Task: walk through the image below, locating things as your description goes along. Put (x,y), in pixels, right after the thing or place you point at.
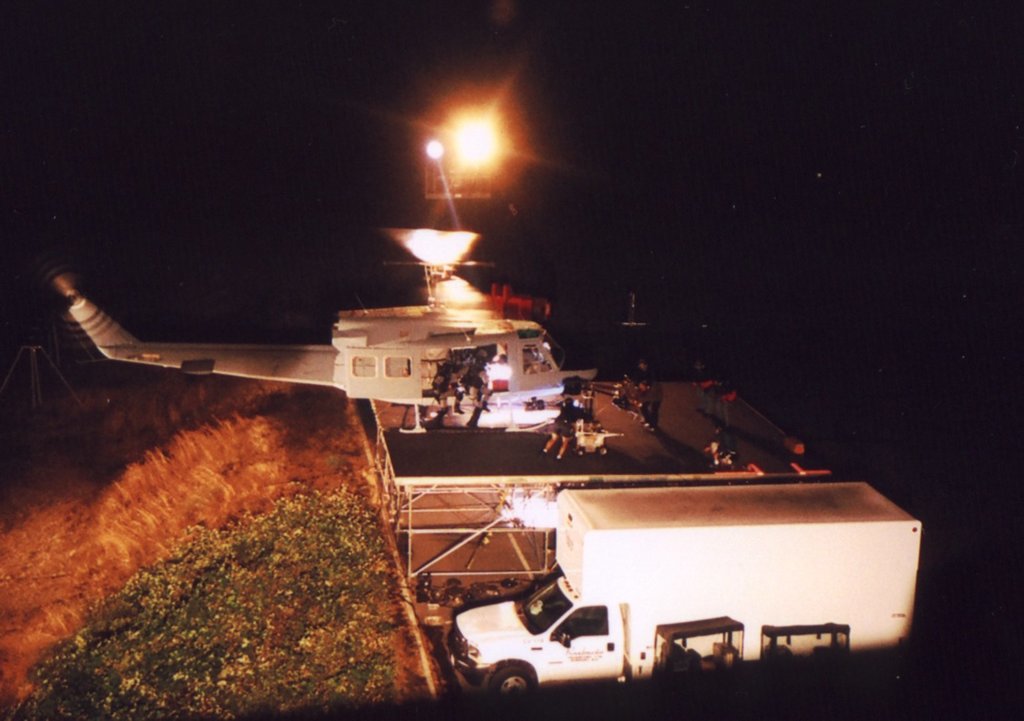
At the bottom of the image (671,605) there is a vehicle (519,623). Behind the vehicle (524,638) there's a roof (411,479) with many people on it. And there is a helicopter (188,348). Inside the helicopter (459,375) there are few people (439,386). And there is a dark background (393,181). Above the helicopter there is a light (452,144).
